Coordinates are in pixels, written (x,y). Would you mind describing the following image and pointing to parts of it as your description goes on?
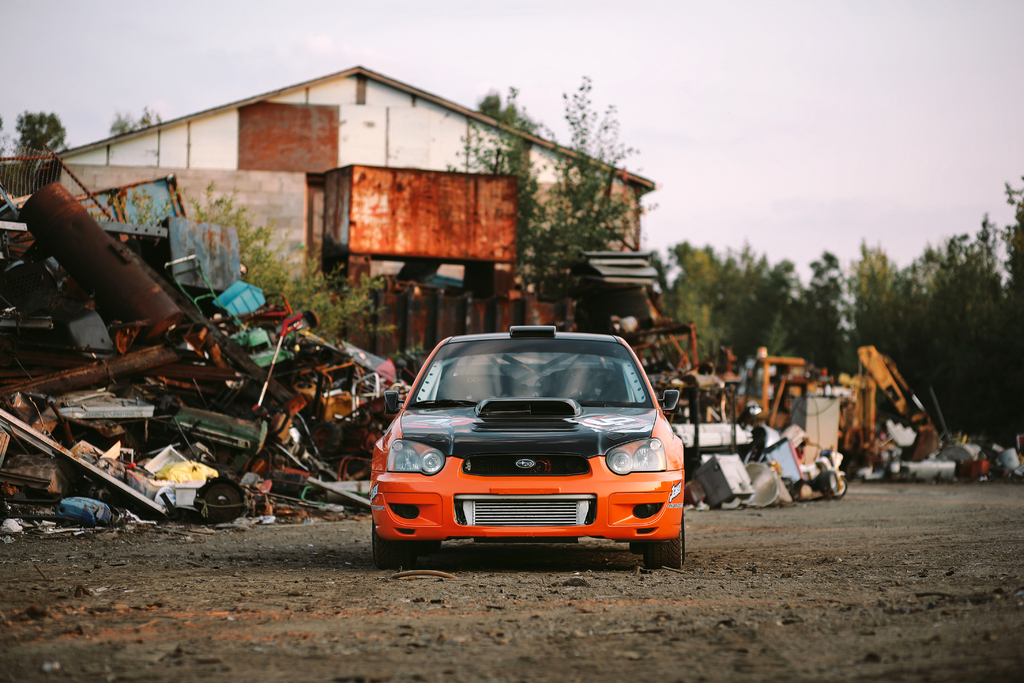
In the center of the image (384,438) there is a orange color car (613,342). In the background of the image (341,160) there is a house (522,133). There are trees (881,285). At the bottom of the image (283,600) there is ground (328,656). At the top of the image (745,26) there is sky (759,46).
